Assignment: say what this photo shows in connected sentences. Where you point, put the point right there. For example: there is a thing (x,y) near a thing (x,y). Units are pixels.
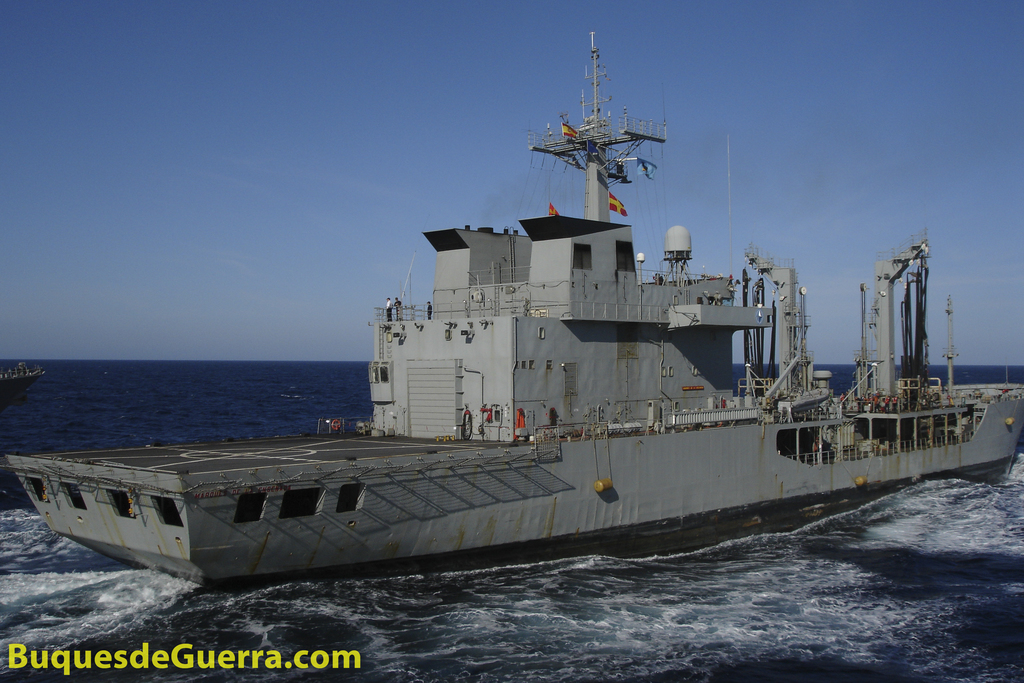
In this picture we can see one big ship (467,541) in the sea (172,598).
